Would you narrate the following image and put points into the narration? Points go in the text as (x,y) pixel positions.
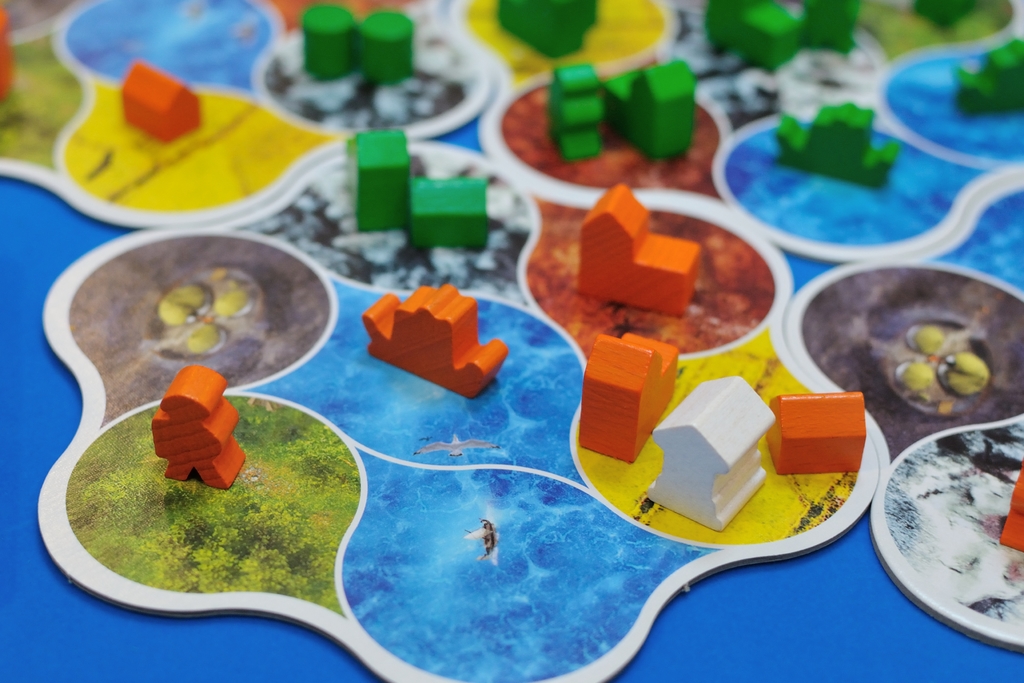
In this image there are small wooden blocks (448,334) on the cardboard (351,517). On the cardboard (441,529) there is some design (345,454). There are green colour (381,53), orange colour and white colour wooden blocks (696,433).
